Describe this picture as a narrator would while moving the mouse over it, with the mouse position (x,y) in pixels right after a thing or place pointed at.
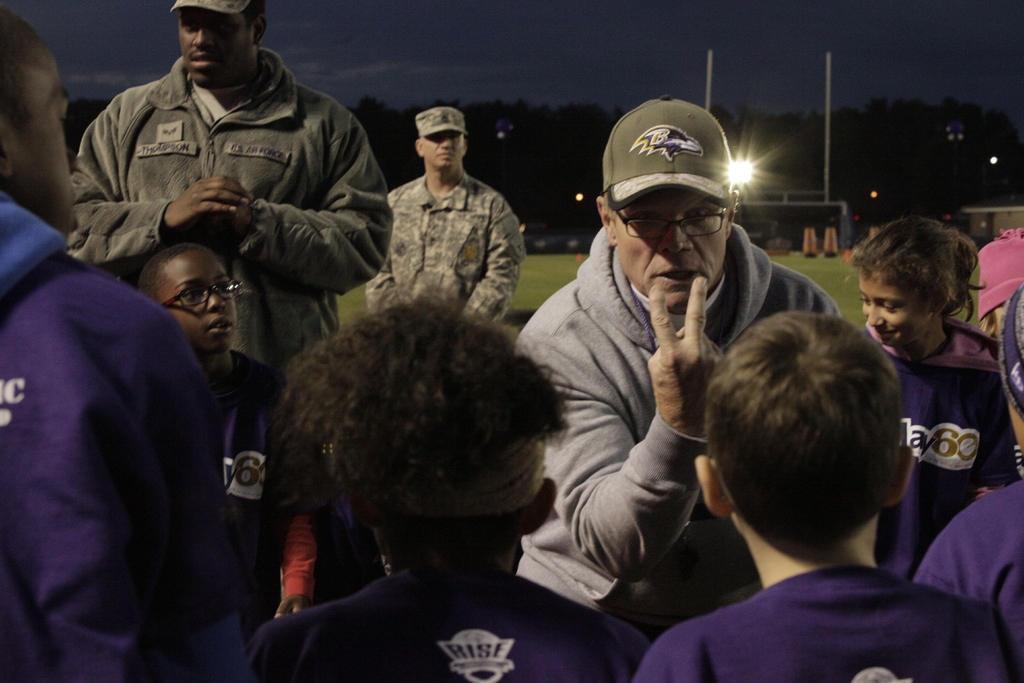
In this image we can see a group of people (597,429). On the backside (857,305) we can see a grass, poles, lights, a fence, a building (1014,210), a group of trees (815,156) and the sky (508,93).
